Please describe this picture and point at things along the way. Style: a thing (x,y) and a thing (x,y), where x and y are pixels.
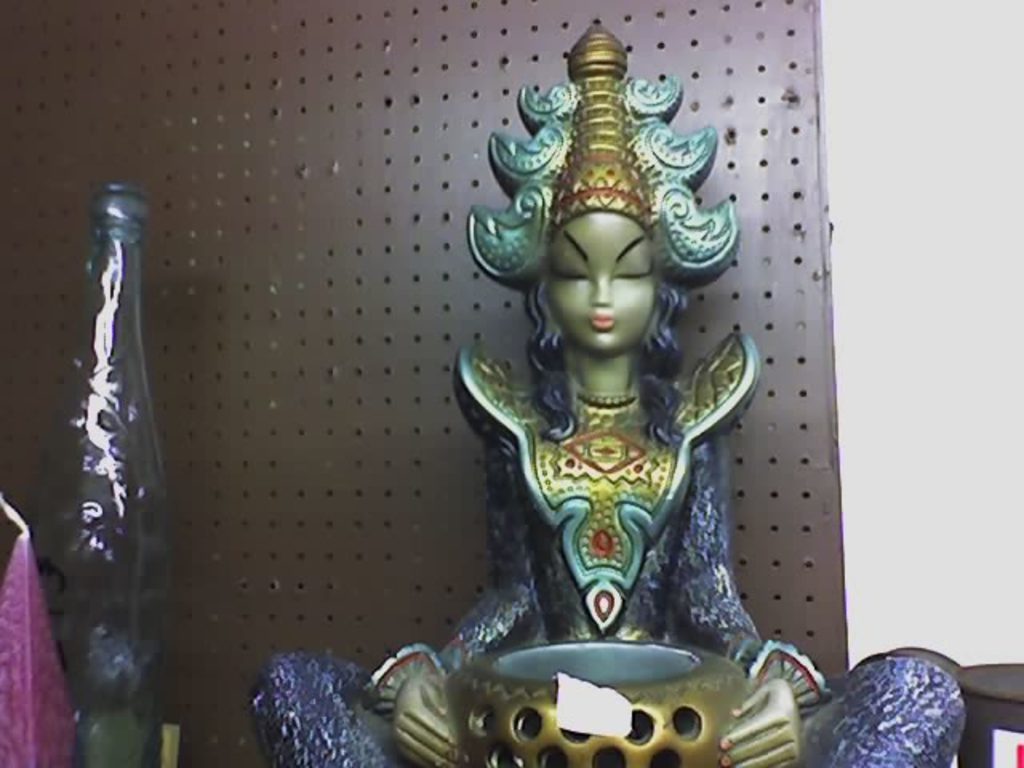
There is an idol (636,534) which is blue in color and the background wall (363,212) is brown.
